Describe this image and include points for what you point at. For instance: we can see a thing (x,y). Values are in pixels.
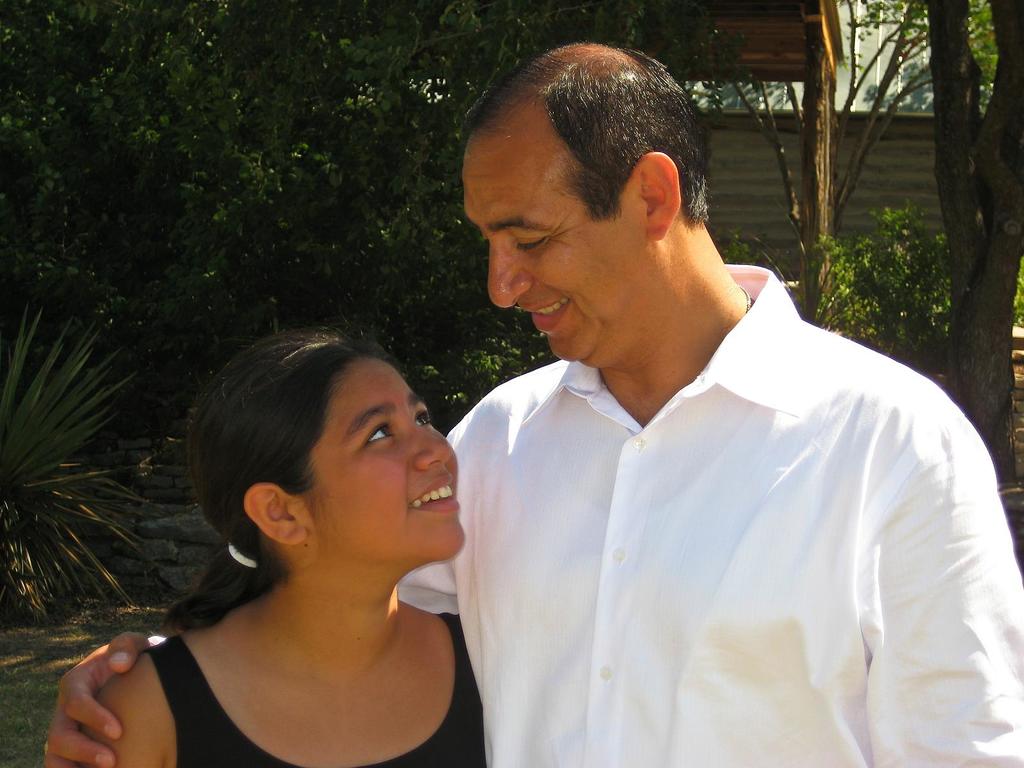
The girl (216,480) in black T-shirt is standing beside the man (651,555) who is wearing a white shirt (586,535). Both of them are looking at each other and smiling. Behind them, there are trees (356,248) and we see a building (886,53) in white color.
